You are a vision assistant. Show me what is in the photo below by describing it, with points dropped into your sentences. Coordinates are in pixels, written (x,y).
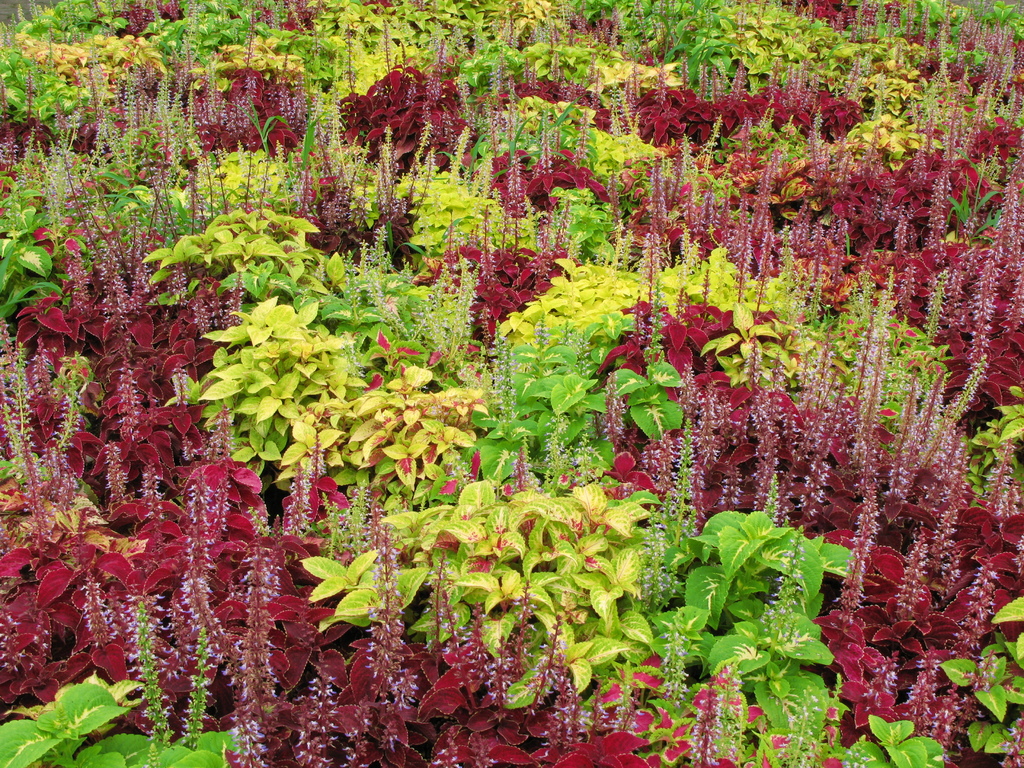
In this picture I can see there are few plants (344,640) and there are green, yellow and maroon leaves (495,557).
